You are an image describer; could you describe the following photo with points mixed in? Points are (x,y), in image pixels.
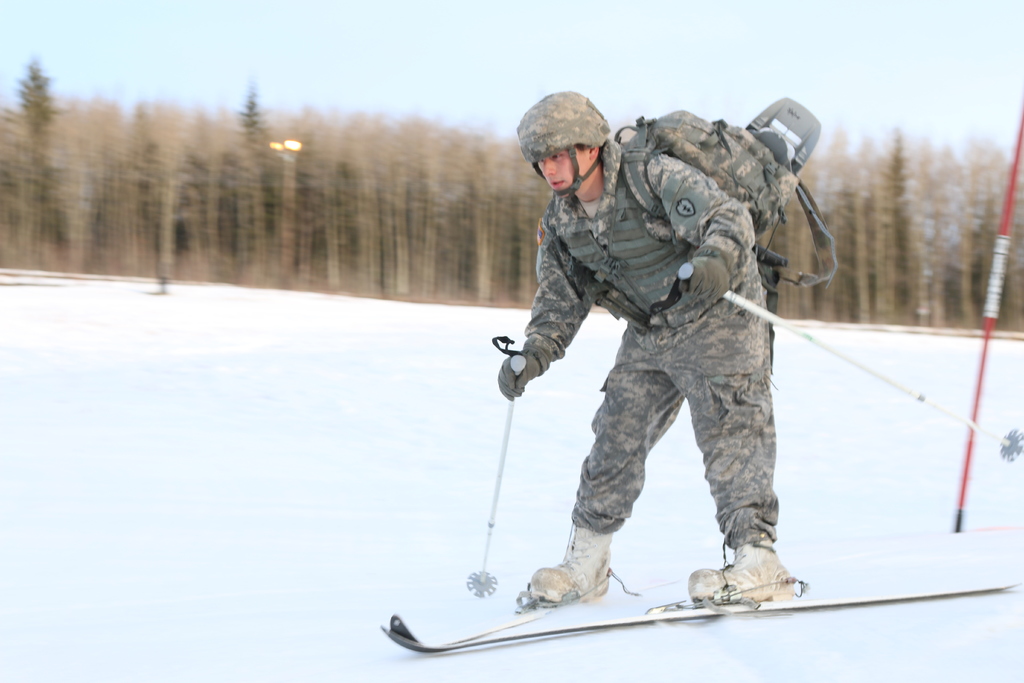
In this image we can see one man (739,413) in army dress (651,324) with helmet (580,114) wearing a bag (648,163), holding two sticks (675,282) and skiing on the snow (101,550). There is one red pole (990,285), one object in the snow (148,305), two lights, ground (145,283) is full of snow (141,294), some trees (404,203) in the background (977,256) and at the top (153,57) there is the sky (117,61).
